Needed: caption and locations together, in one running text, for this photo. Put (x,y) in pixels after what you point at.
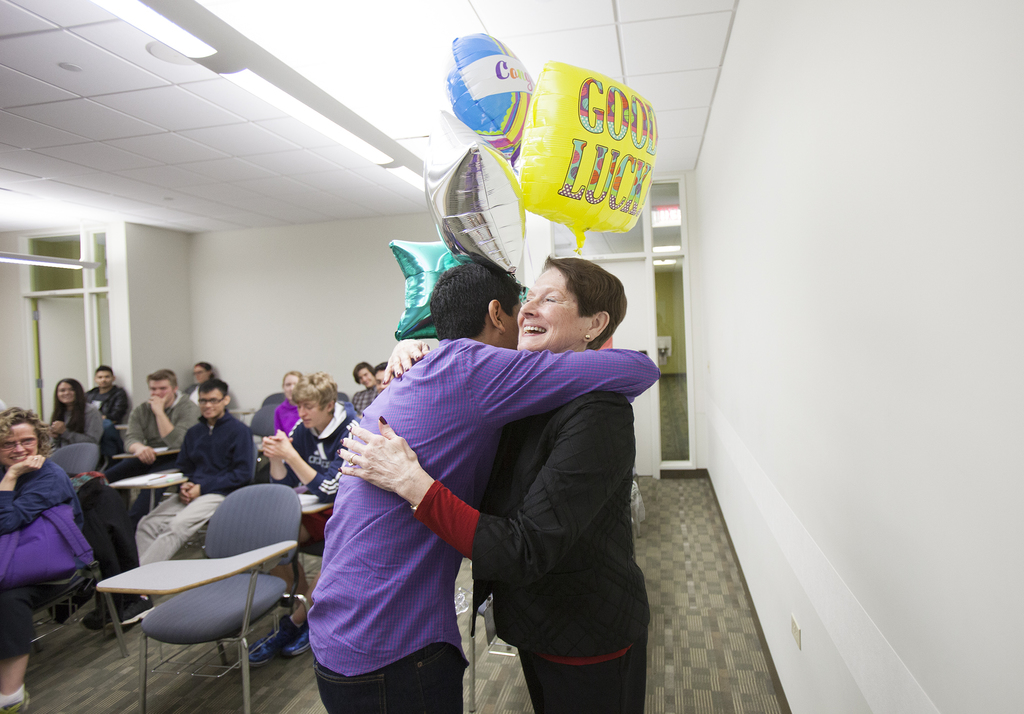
In this picture two persons (532,436) are hugging each other and most of the people (293,456) are sitting on the chair (246,516). This person (279,454) wears a hoodie (326,443). Bottom left (16,480) woman (27,492) smiling. On top (203,45) there is a light (181,28). Here it's a door (643,310). On the right bottom (799,635) there is a socket (801,629).
